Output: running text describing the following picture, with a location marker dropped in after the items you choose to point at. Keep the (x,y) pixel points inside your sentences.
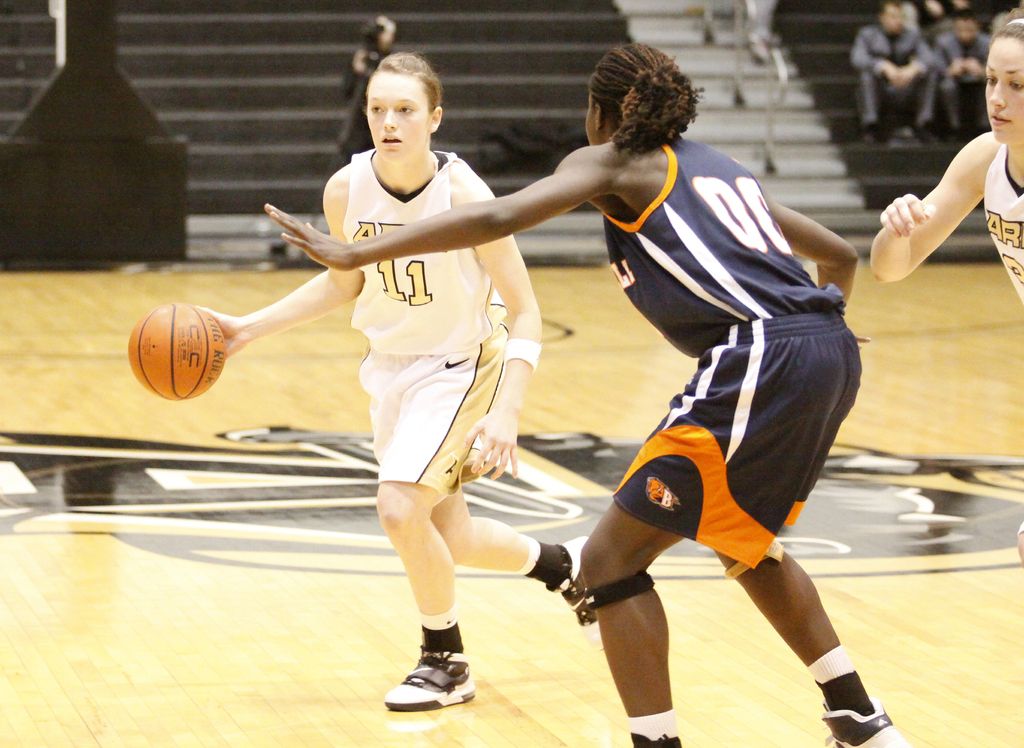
In the image I can see people (634,483) among them the woman (388,292) on the left side (340,215) is holding a ball (179,346) in the hand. In the background (889,72) I can see people (882,53) are sitting on steps (832,96). I can also see fence (770,101) and some other objects (4,150).
